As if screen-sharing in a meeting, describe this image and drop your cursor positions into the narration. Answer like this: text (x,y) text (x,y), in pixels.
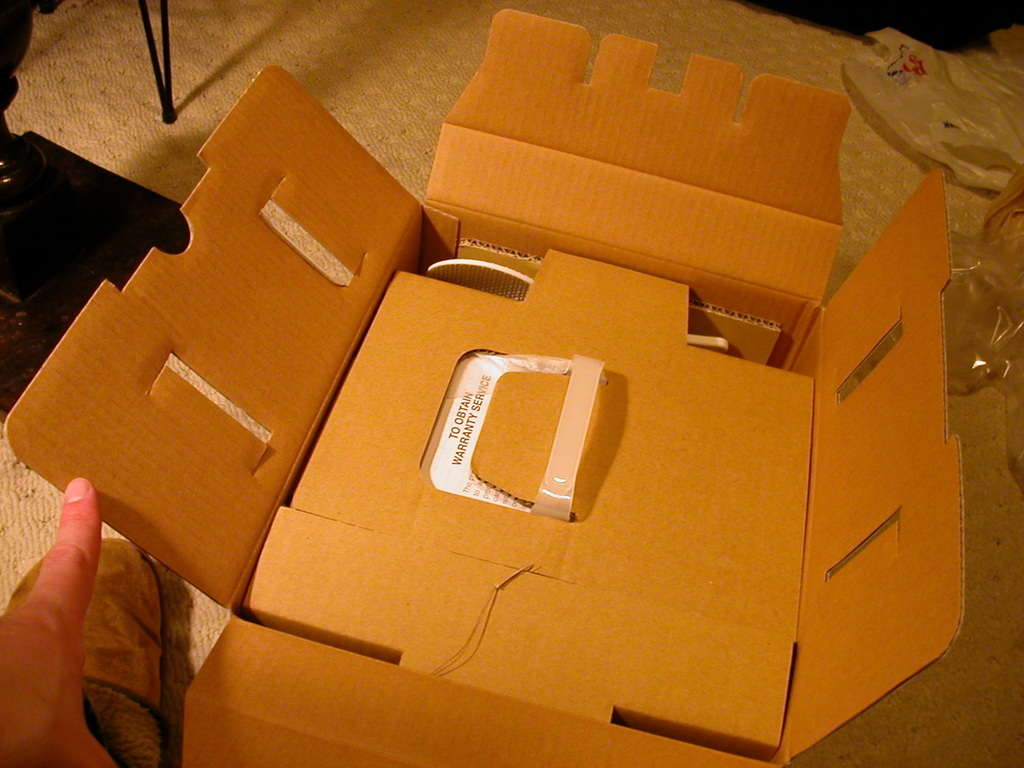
in this image there is a box (493,479) in the center (529,442). On the bottom left (41,669) there is a hand (49,676) of the person (53,657) visible. On the top right (948,116) there is a plastic (948,100) and on the left side (163,80) there is a stand (156,69) which is black in colour.
